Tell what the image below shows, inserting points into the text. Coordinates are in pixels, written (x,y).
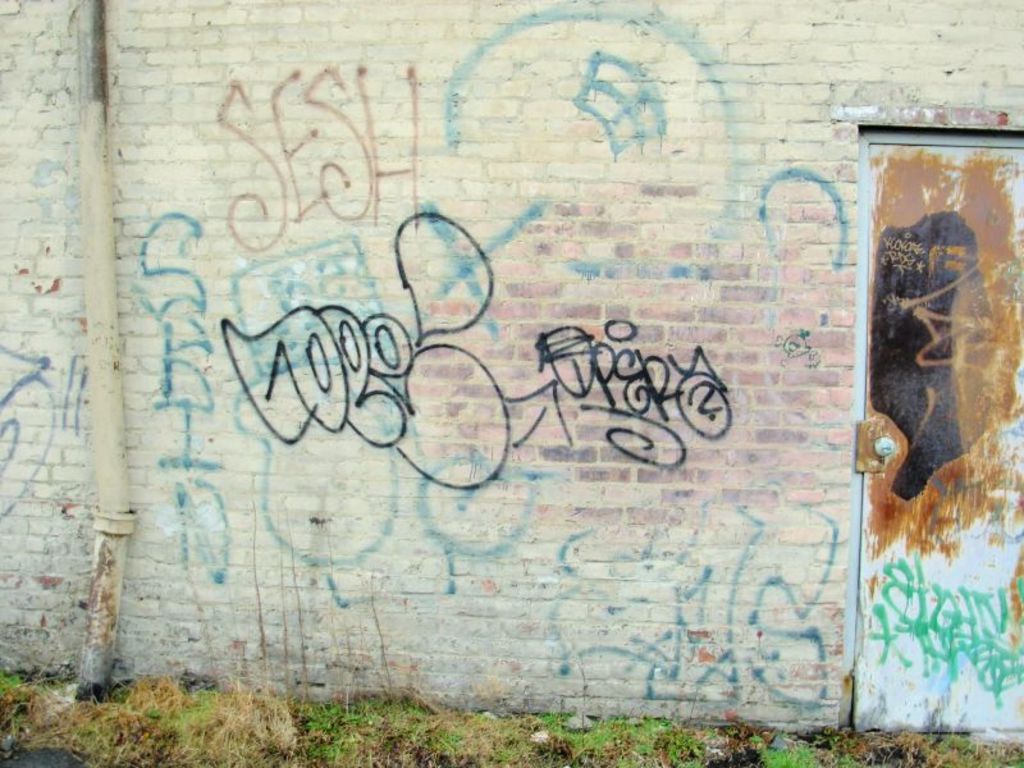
In this picture there is a building (888,82). On the right side of the image (983,308) there is a door (873,321). There is text (449,402) on the wall (667,162). On the left side of the image (104,16) there is a pipe (97,672) on the wall (126,660). At the bottom (45,700) there is grass (5,694).
